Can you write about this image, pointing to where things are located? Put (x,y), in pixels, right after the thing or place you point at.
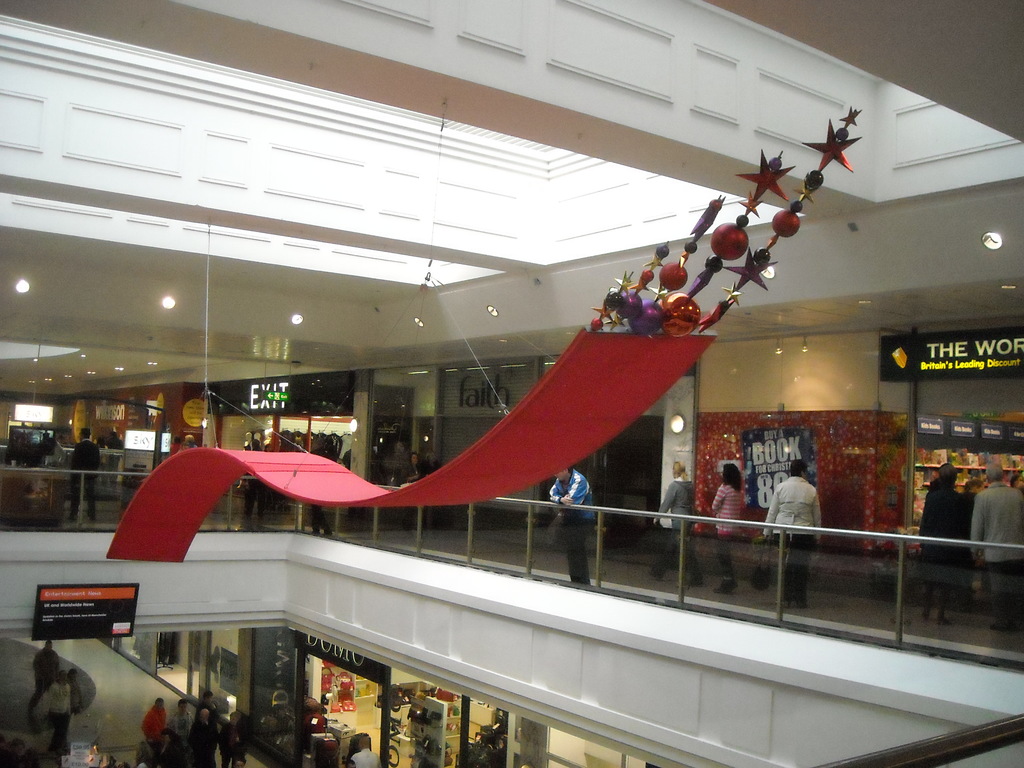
In this image there are a few people (69,694) walking on the ground (120,659) and first floor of the mall (405,605). In front of the image there is some object (506,465) hanging. Beside the object (562,453) there is a person (586,533) standing, leaning on a metal rod glass fence (545,563). In the shops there are some objects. On top of the shops (649,411) there are name boards (911,374). On the left side of the image (36,591) there is a monitor (108,596) on the wall (124,569) and lamps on the roof top (296,303).
